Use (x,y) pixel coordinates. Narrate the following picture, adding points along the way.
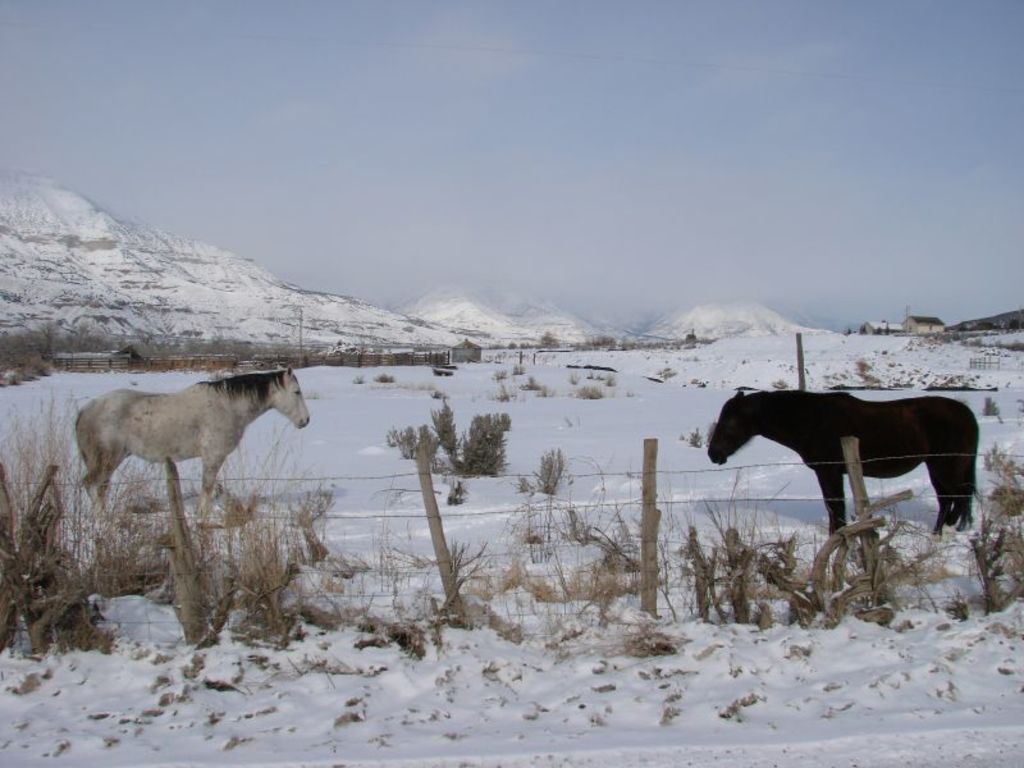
In this image there are two horses (909,462) in the center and there is a fence (855,482), plants (352,570) at the bottom (348,570) there is snow (765,462) and some grass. And in the background (516,343) there are some poles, houses (476,355), plants (997,327) and mountains (401,322). At the top (435,156) there is sky (538,230).
